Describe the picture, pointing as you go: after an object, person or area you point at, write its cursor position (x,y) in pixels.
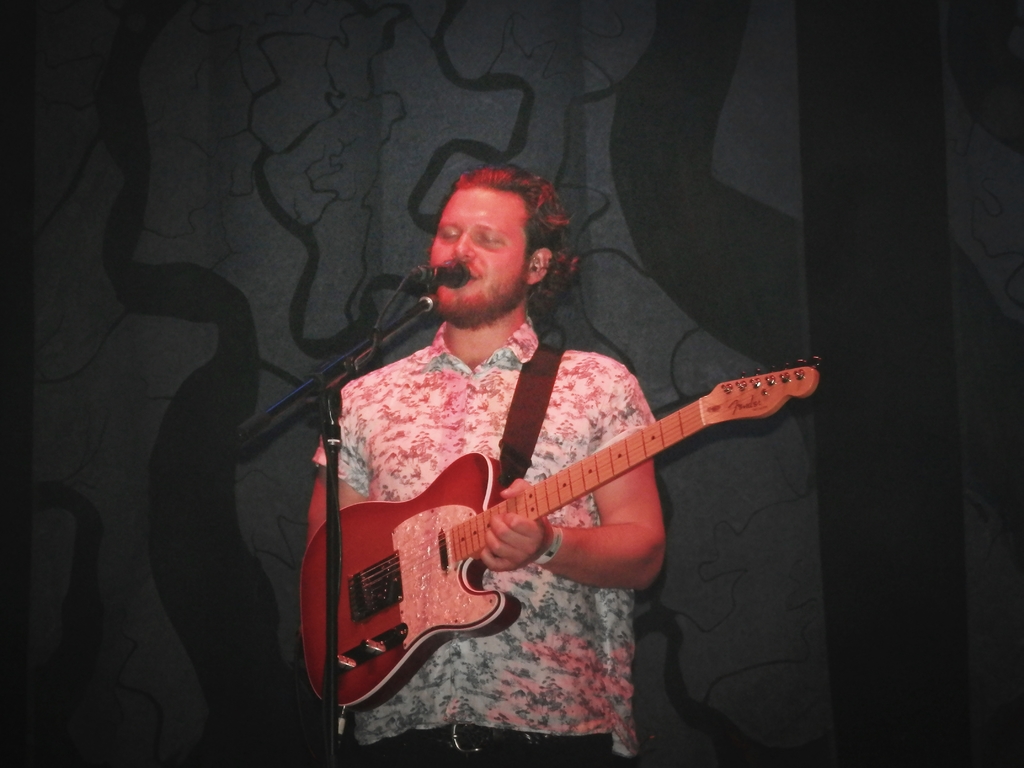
Here we can see that a man (502,200) standing on the floor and singing, and he is holding a guitar (387,509) in his hands (490,528), and in front (302,397) here is the microphone (459,284) and stand (356,354).
